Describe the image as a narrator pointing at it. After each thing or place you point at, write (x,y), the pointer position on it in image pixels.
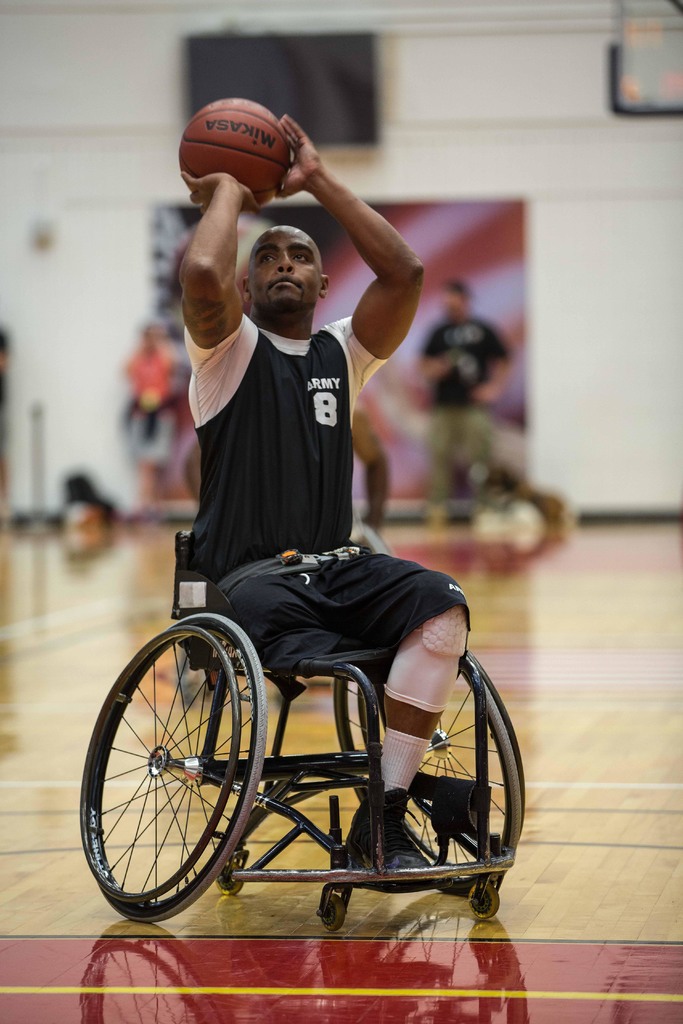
This picture shows a man (347,404) seated on the wheelchair (173,831) and he holds a ball (190,154) in his hand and we see few people (358,416) on the back (471,414).
